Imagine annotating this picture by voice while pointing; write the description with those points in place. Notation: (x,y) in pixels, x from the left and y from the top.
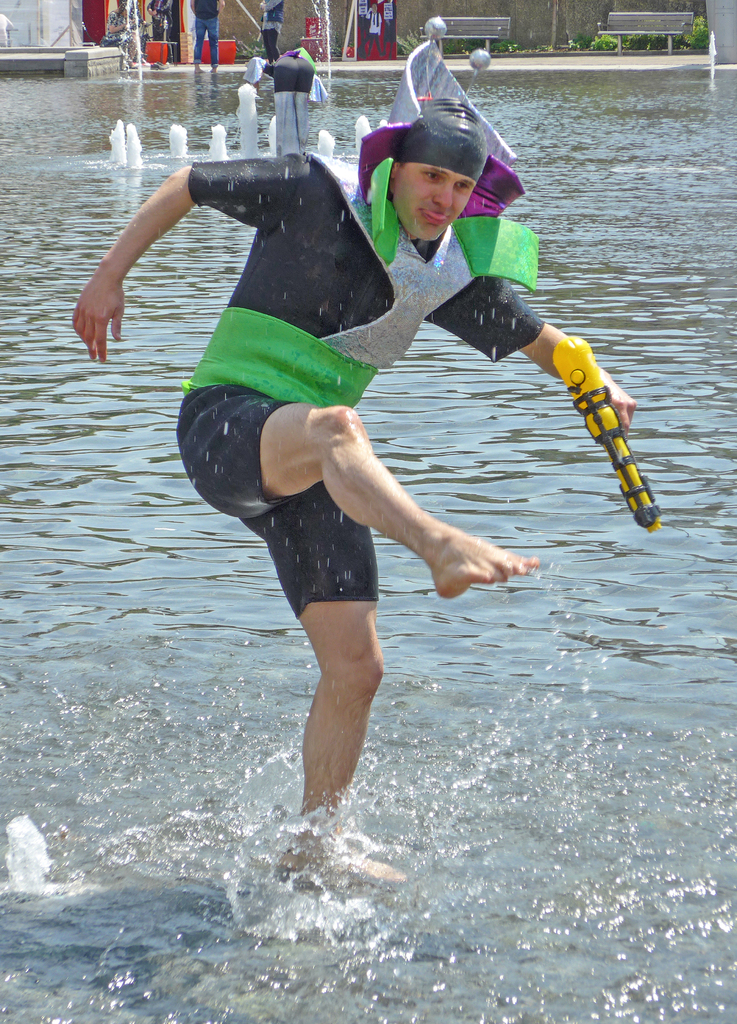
In this image there is a person (326,486) standing in the water (396,711) and holding a toy gun (592,422). In the background (157,19) there are some people (197,31) standing on the path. On the path (605,59) there are some benches (479,38) and plants (696,27).
